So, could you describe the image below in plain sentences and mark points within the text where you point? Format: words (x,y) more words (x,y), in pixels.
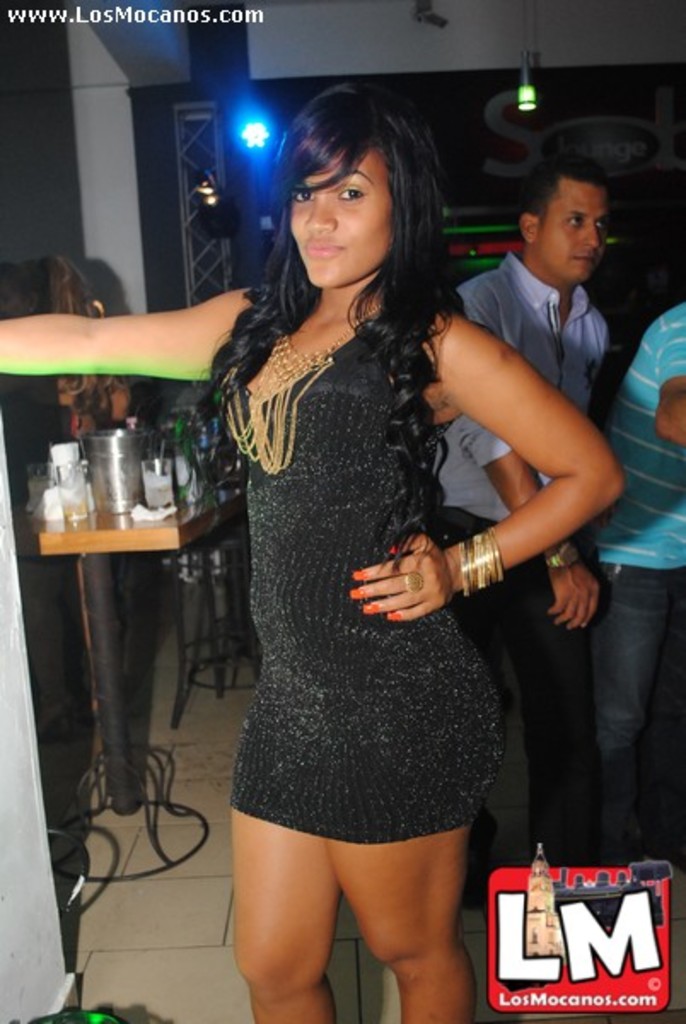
This picture describes about group of people (361,458), in the background (234,134) we can see few lights (245,131), metal rods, bottles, glasses (58,483) and other things (129,498) on the table (159,536), on the left top of the image (70,21) we can see text (137,19), at the right bottom of the image (563,923) we can find a logo (590,923).
